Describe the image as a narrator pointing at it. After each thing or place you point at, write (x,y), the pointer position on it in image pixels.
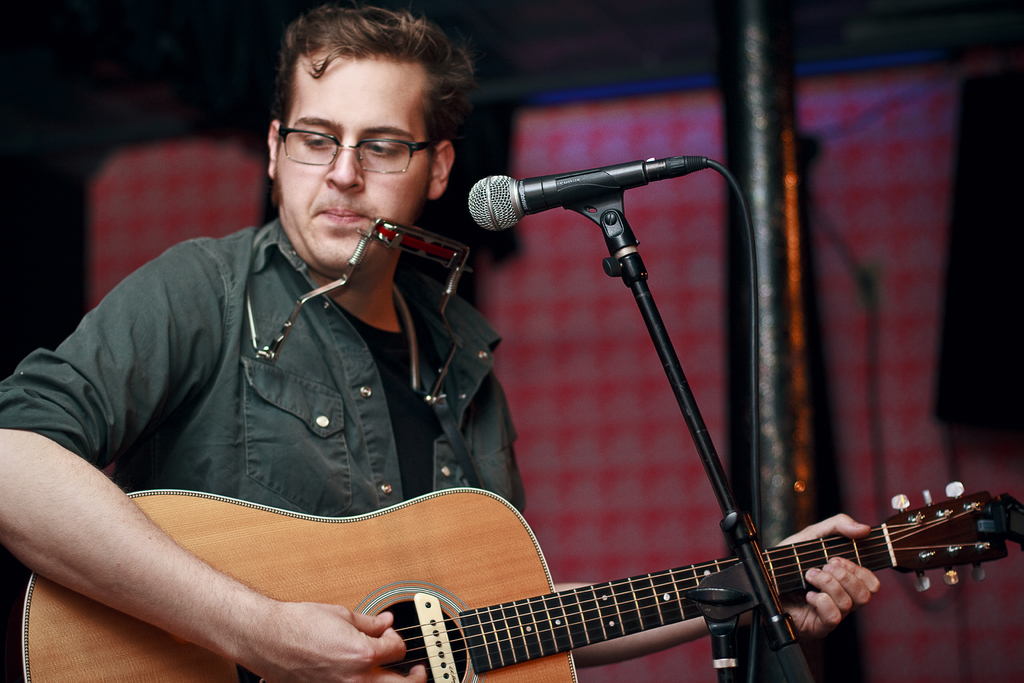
in the picture a person (441,353) is holding a guitar (548,625) and playing it near microphone (500,220) which is in front of him.
